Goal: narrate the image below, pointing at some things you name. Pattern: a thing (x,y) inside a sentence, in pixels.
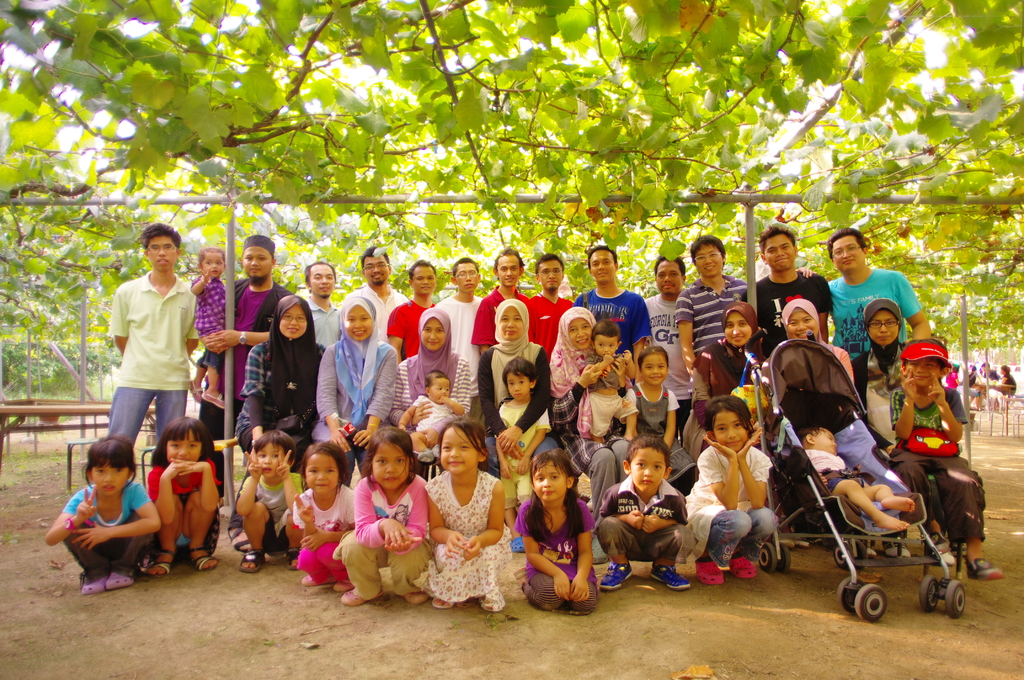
In the image we can see there are many people (482,324) around, we can see they are standing and others are sitting, they are wearing clothes (444,502) and some of them are wearing shoes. Here we can baby cart (833,540), trees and the bench (48,399).
